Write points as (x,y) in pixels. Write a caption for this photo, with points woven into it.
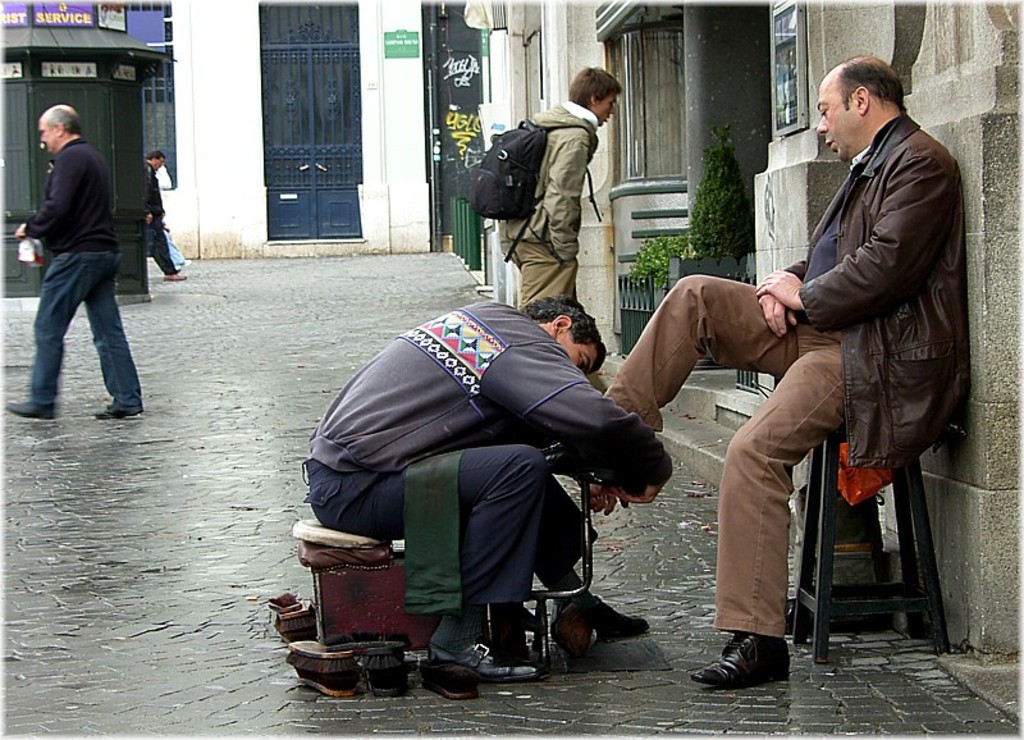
In the center of the image (492,350), we can see a man (422,443) sitting on the stool (376,540) and we can see some brushes (467,674). On the right (860,274), there is an another person (898,316) sitting on the stool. In the background (274,130), there are some people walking and we can see buildings (617,72) and small plants (729,236). At the bottom (120,597), there is floor (157,601).
